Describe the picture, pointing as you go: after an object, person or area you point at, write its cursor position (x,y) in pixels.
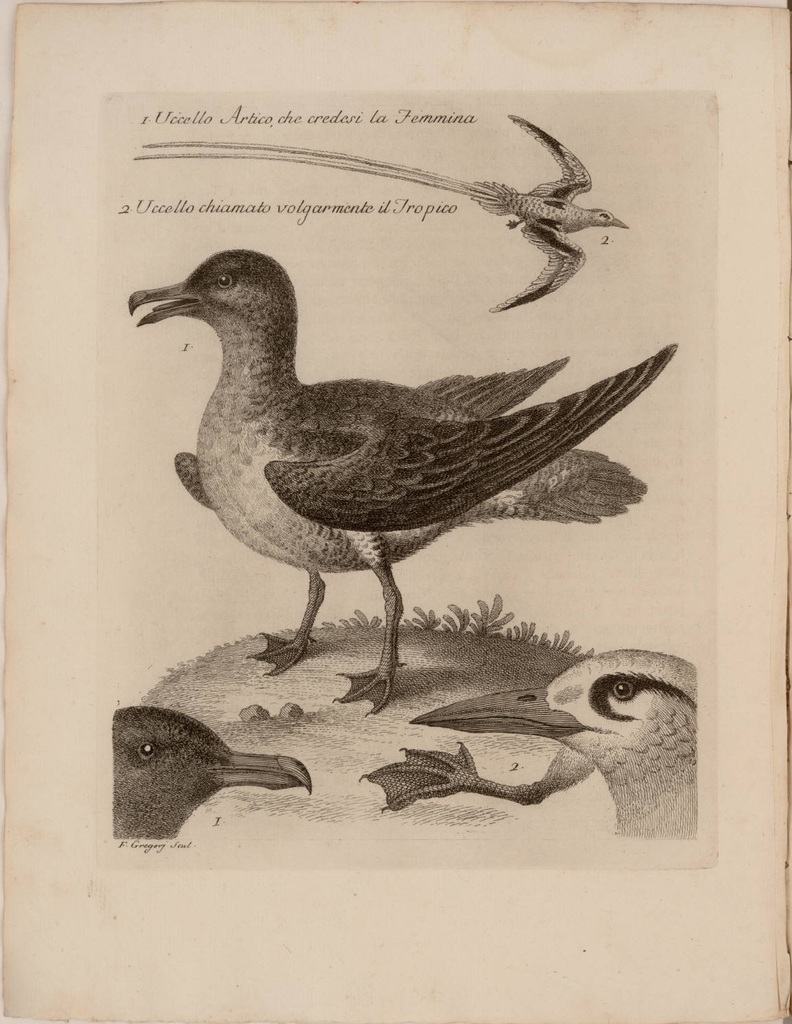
In this image I can see the paper (480,900). On the paper (264,853) I can see few birds (272,788) on the ground (321,709) and one bird (538,222) is flying. I can see the text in the image.
